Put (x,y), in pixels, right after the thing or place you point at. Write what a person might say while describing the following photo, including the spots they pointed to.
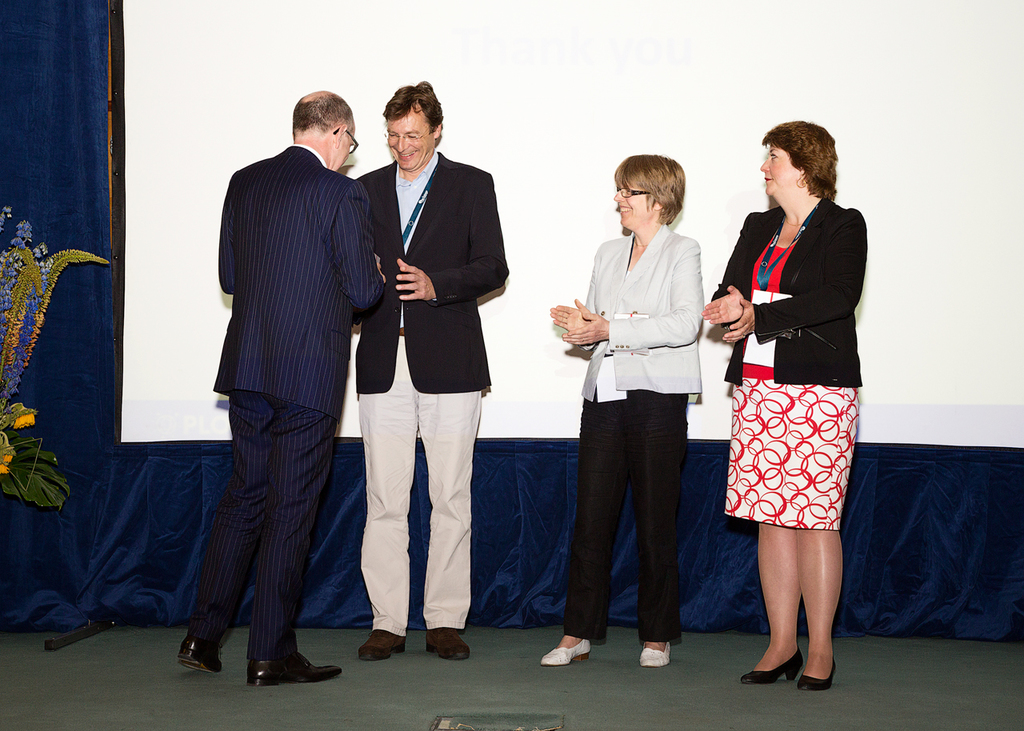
In this image, we can see a group of people (812,447) standing on the floor (844,689). In the background (756,81), we can see a white color screen (945,98) and blue color curtain (91,180). On the left side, we can see a plant (2,367) with flowers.
